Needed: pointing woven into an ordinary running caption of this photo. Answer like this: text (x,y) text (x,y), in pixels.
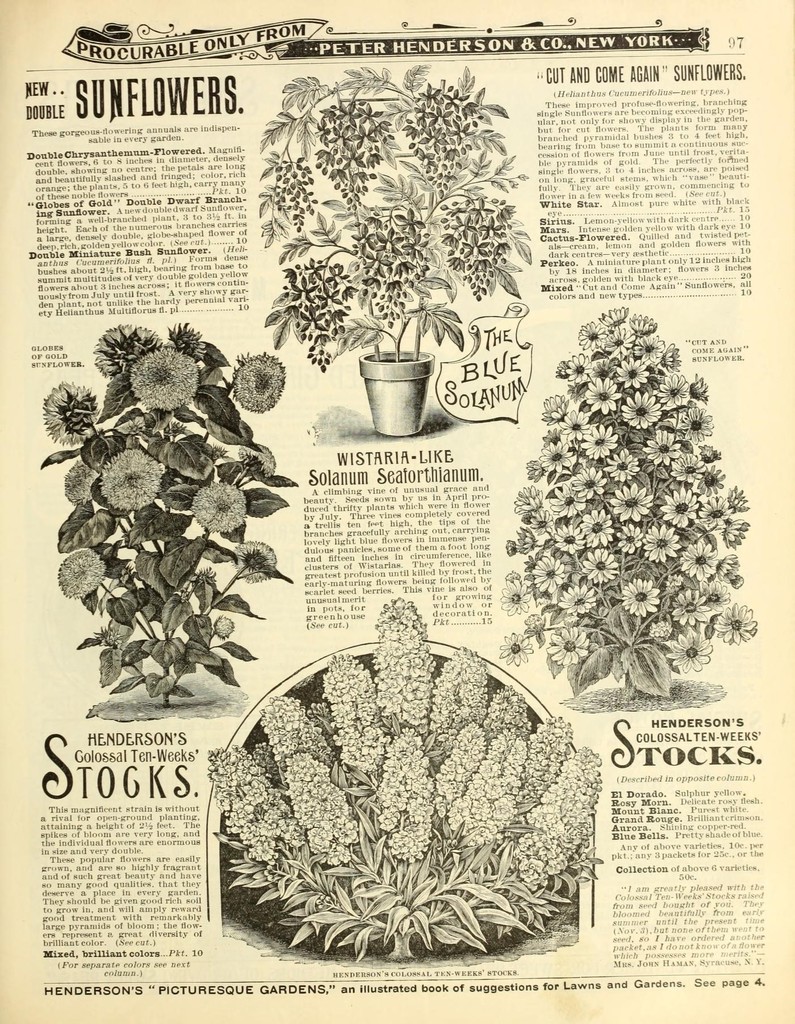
In this image I can see few flowers (290,829), plants (419,241), flower pot (376,413) and something is written on the paper (378,449).
